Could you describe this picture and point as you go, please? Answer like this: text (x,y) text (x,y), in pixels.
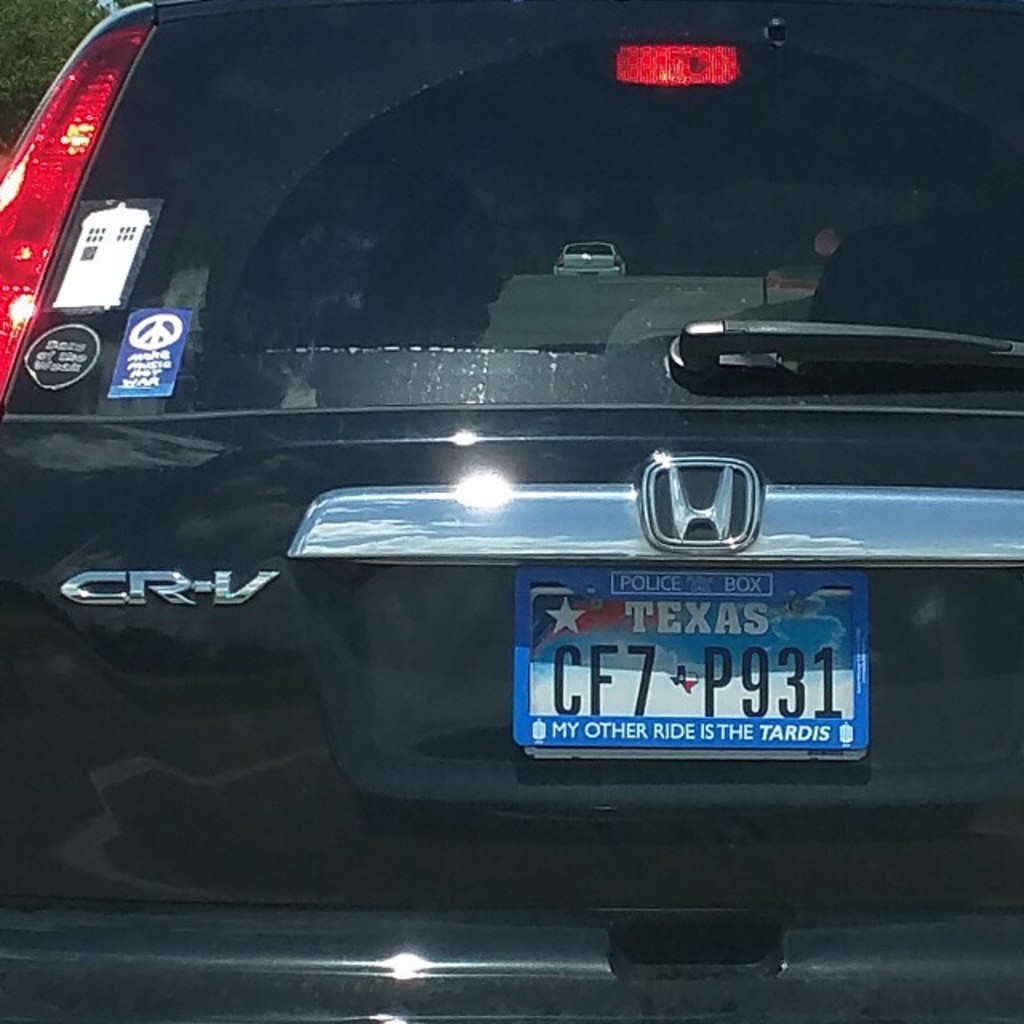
In this image I can see backside (336,796) of a black colour car (308,766). I can also see a number plate (524,632), few stickers (155,387), tail light (8,364) and on the plate (620,608) I can see something is written. Through the car's windshield (649,281) I can see a white colour car (580,271) on the road (623,289). On the top left corner of the image (6,85) I can see a tree (36,44) and the sky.
